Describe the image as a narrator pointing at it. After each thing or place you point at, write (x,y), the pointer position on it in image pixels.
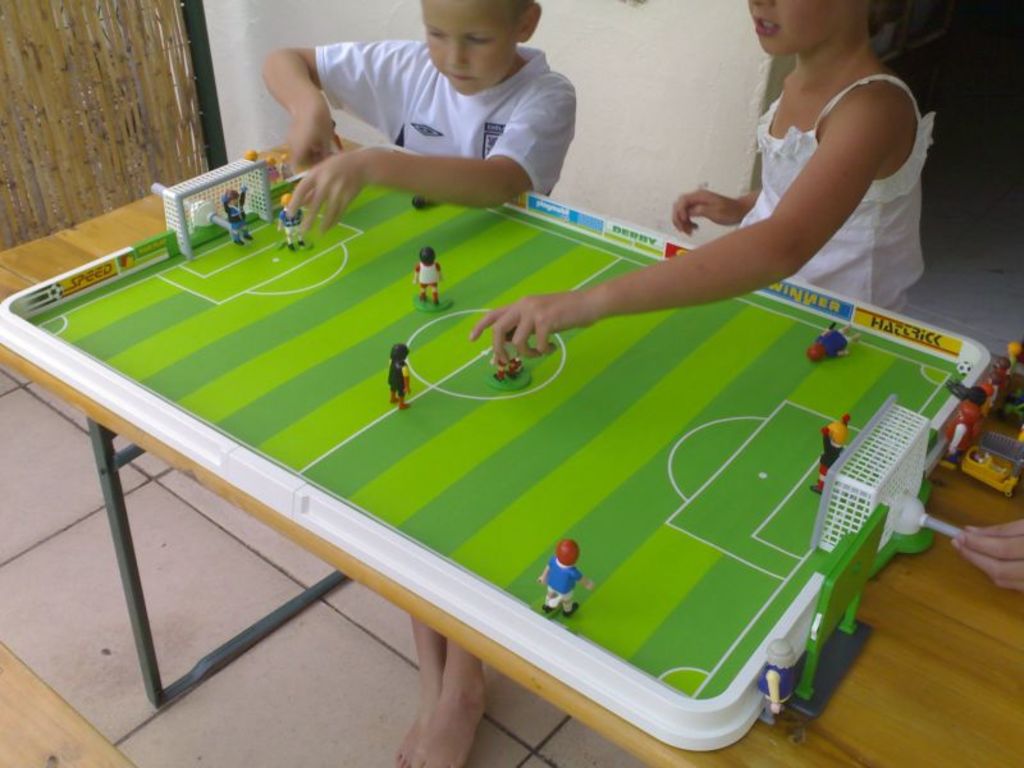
This picture is of inside the room (183,767). In the foreground (833,497) there is a table (844,699), on the top of which there is a miniature (374,242) with players (403,379) playing football. On the right (883,181) there is a girl (839,172) standing and playing the game. On the left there is a boy (512,113) wearing white color t-shirt (473,117) and playing the game. In the background (683,59) we can see a wall (662,66).
